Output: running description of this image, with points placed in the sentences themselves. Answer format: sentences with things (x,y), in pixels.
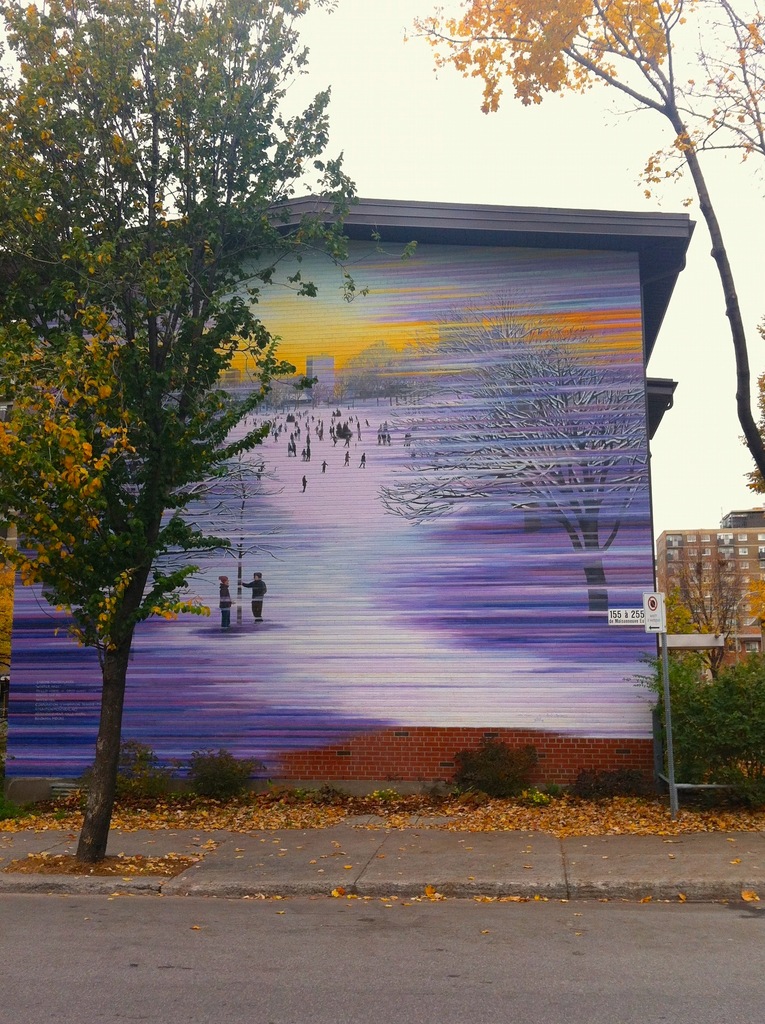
There is a building (569,507) which has a picture (416,556) drawn on it and there is a tree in front of it and there are trees (696,662) and a building (696,556) in the right corner (753,553).
